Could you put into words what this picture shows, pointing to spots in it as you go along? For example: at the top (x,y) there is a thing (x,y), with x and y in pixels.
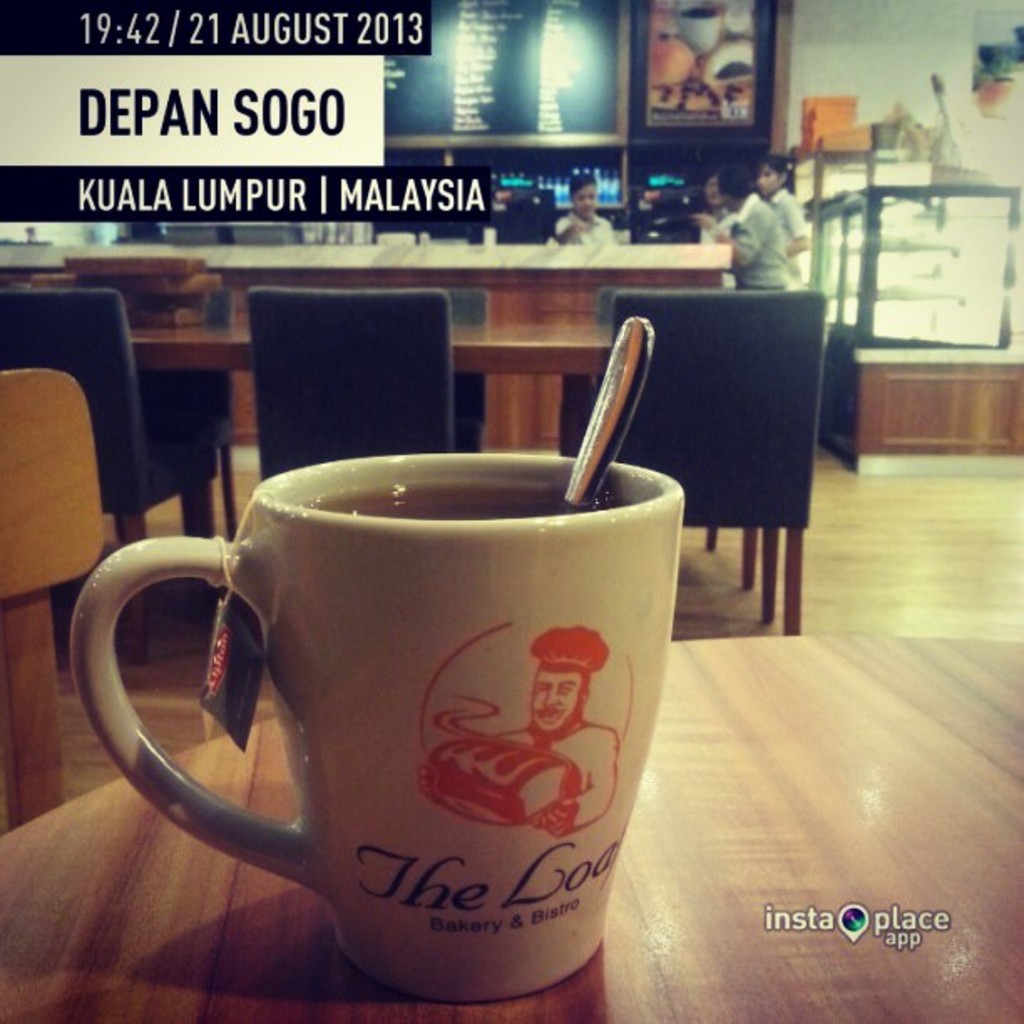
This is the picture of a table (648,922) on which there is a cup (480,913) and behind the table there is another table (181,348) and some chairs (613,317) around the table (228,338) and some people (718,221) standing near the desk (159,253).
